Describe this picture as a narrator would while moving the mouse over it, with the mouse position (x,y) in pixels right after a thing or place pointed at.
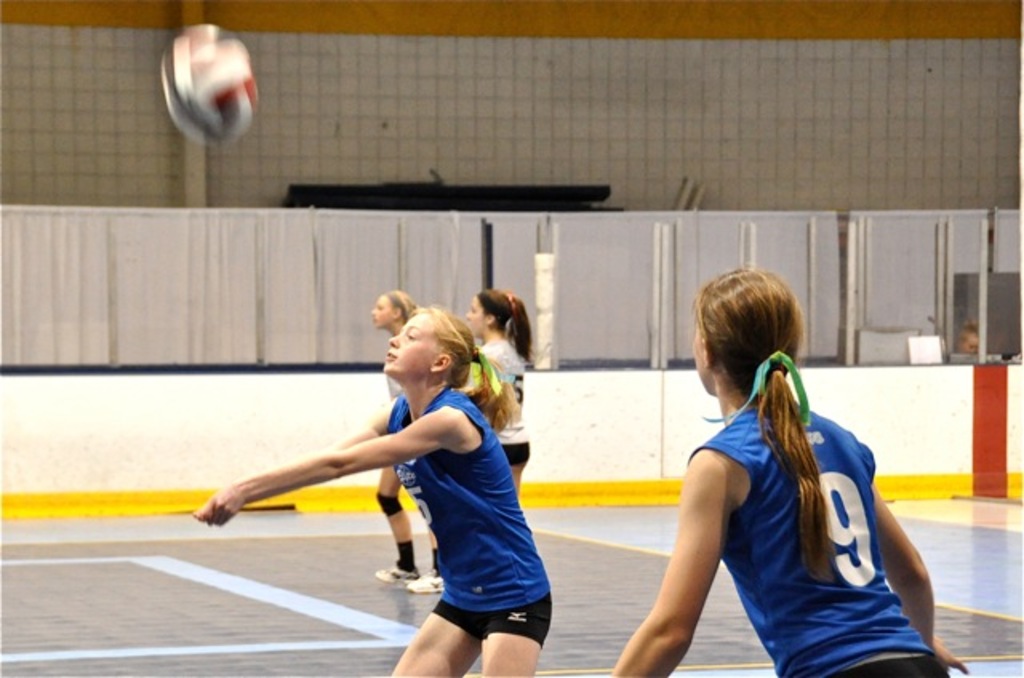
In the center of the image (527,427) we can see one ball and four persons (703,526) are standing. And we can see two of them are in blue color t shirts (749,546) and two of them are in white color t shirts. In the background (819,388) there is a wall (213,205), fence (1012,376), one person (976,334), banner (940,341) and a few other objects (892,355).
